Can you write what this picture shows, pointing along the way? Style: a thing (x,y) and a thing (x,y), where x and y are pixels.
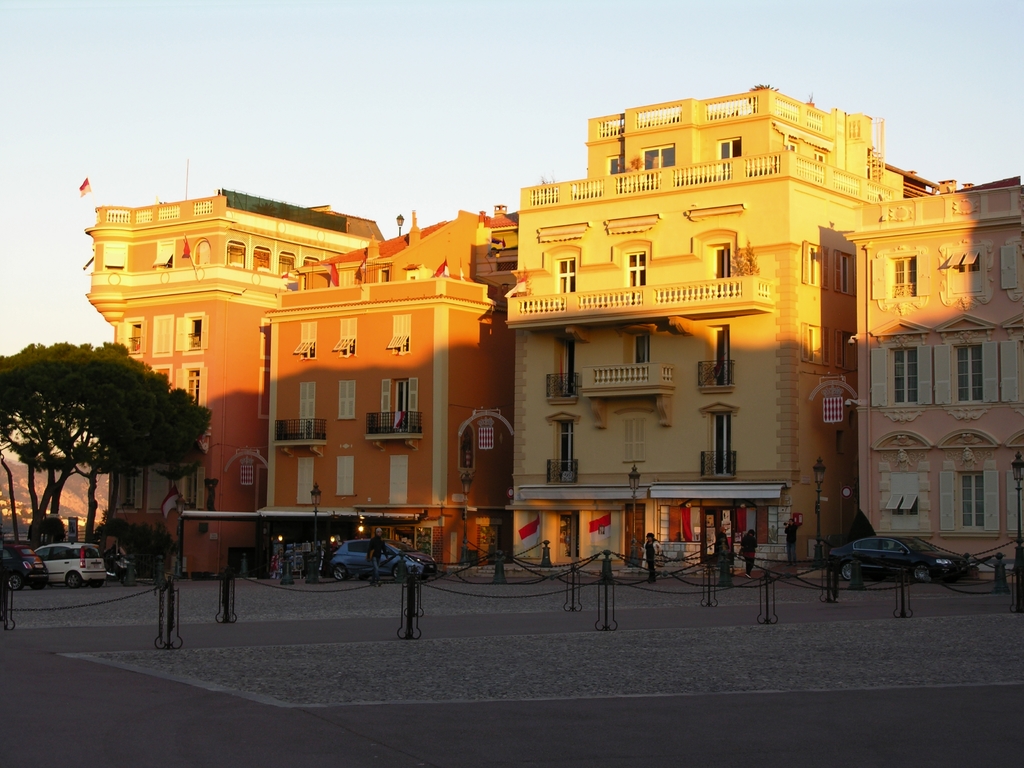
In this image we can see some buildings (779,273) with windows (813,276). We can also see a fence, some cars (336,574) parked aside, lights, street poles (817,523), the flags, trees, a group of people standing and the sky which looks clear.
